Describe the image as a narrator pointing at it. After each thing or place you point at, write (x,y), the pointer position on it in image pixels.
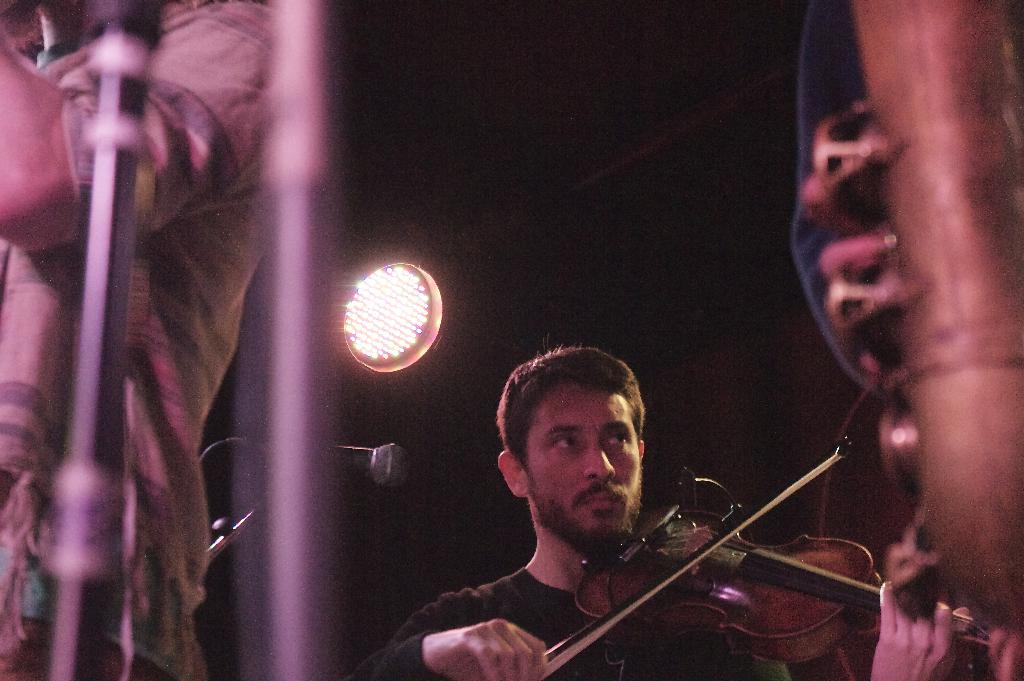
As we can see in the image there is a light (399,335), two people (21,315) over here and there is a mic (386,481). the man (549,468) who is standing over here is wearing black color shirt (551,614) and playing a violin (729,544).
